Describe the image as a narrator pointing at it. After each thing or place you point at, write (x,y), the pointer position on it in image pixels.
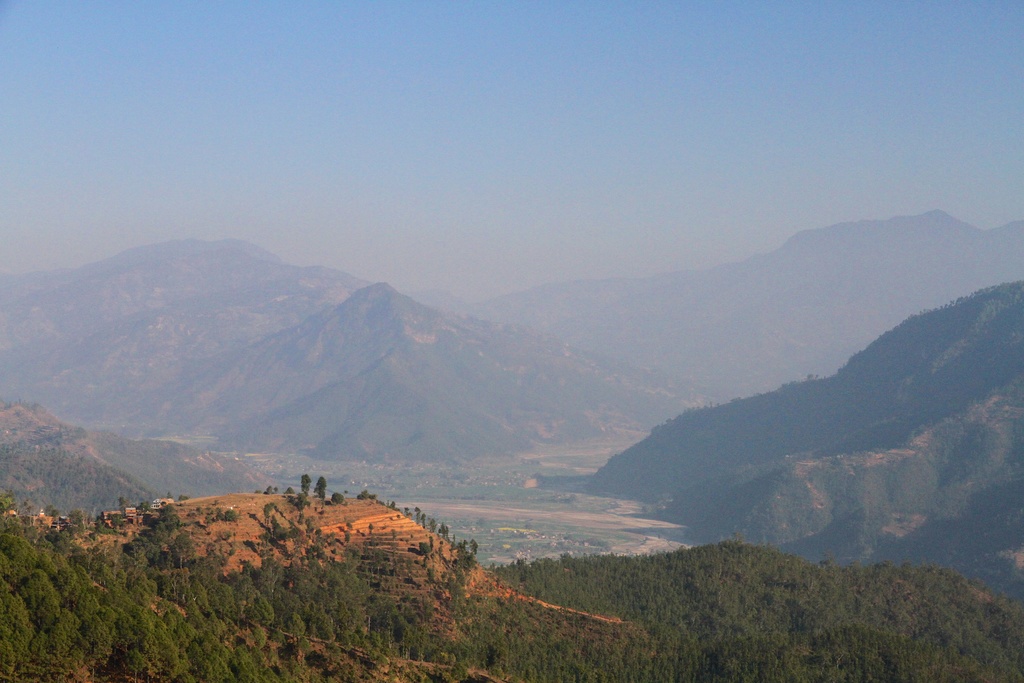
In this image we can see the mountains (800,447), trees (346,588), and the ground (512,488), also we can see the sky (558,214).
